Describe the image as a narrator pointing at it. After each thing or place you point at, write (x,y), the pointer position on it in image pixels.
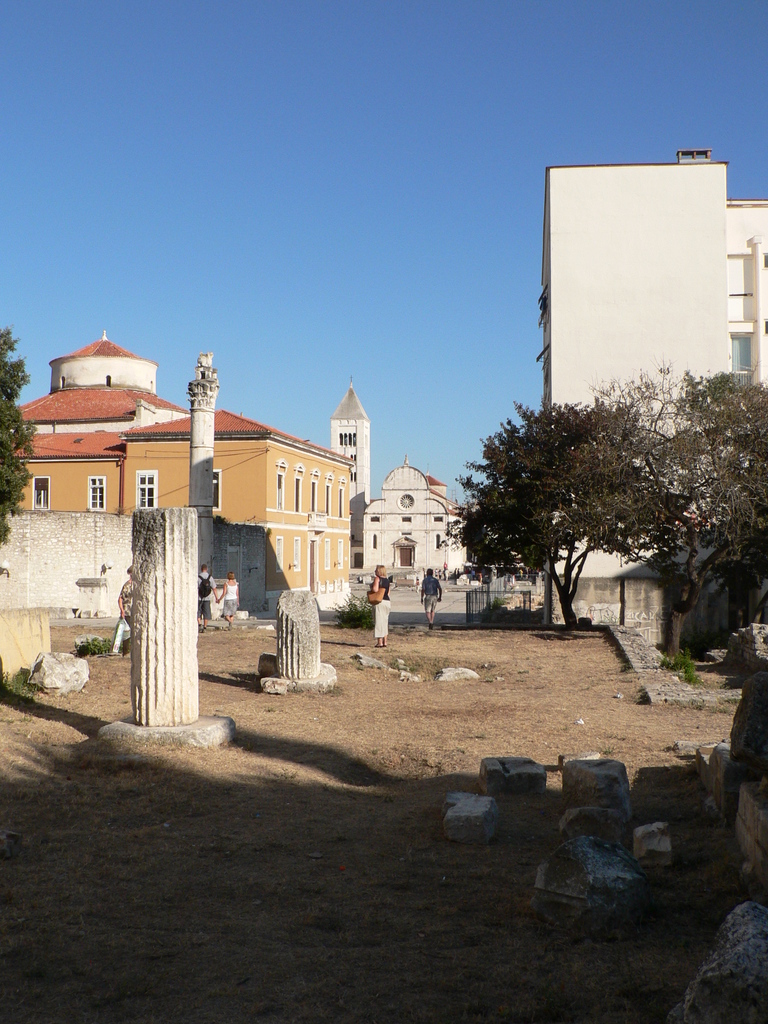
We can see stones (502,763). Background (41,343) we can see people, buildings (270,479), trees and sky (373,257).
